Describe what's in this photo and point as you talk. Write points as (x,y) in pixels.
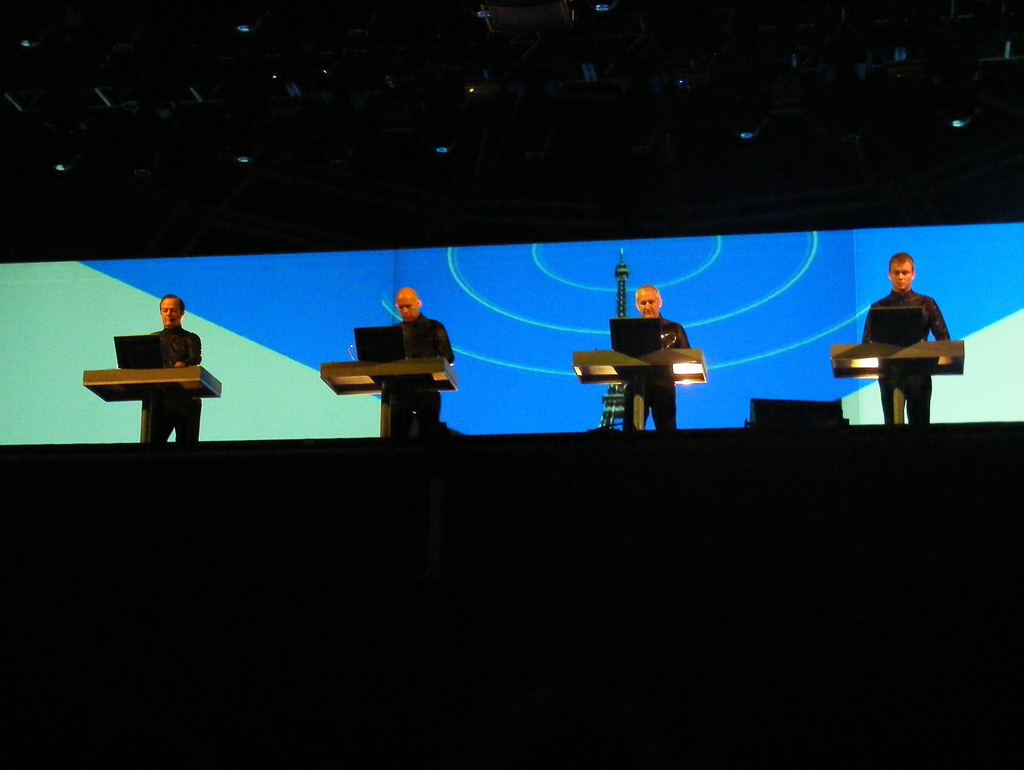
Here we can see four men (192,353) standing at the podium (157,389). On each podium (204,389) we can see a laptop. In the background (621,296) we can see a eiffel tower (621,283).
